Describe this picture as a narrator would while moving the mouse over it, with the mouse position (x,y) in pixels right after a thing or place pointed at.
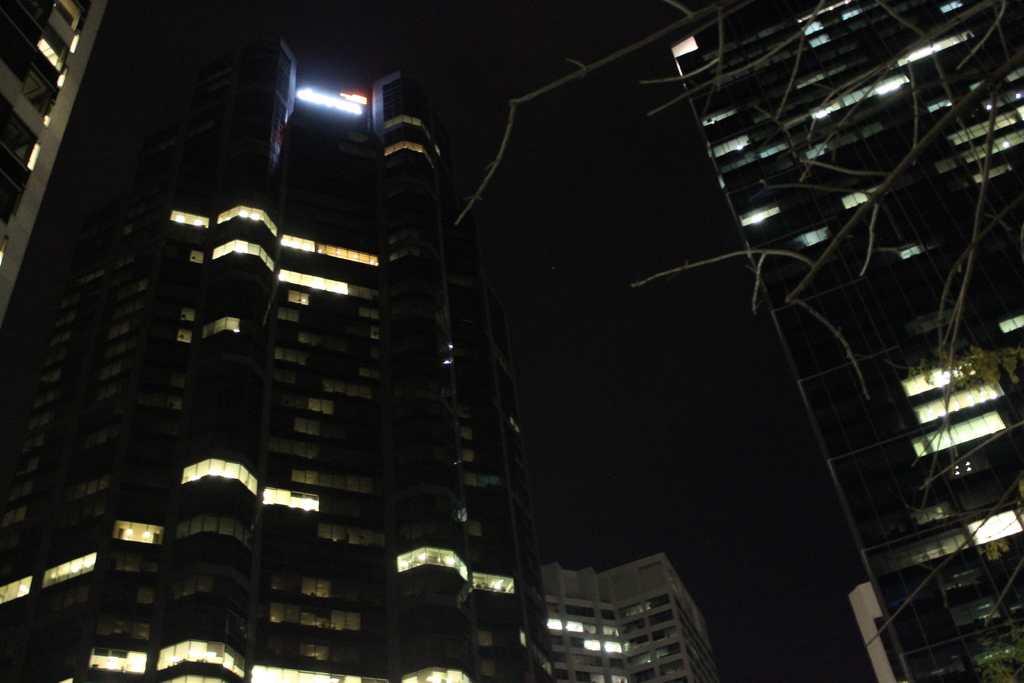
In the foreground (905,55) there are stems (934,34) of a tree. In the center of the picture (379,398) there are buildings (493,533) we can see the lights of few rooms (551,622) in the buildings (475,349). At the top (325,101) it is text (343,95).
